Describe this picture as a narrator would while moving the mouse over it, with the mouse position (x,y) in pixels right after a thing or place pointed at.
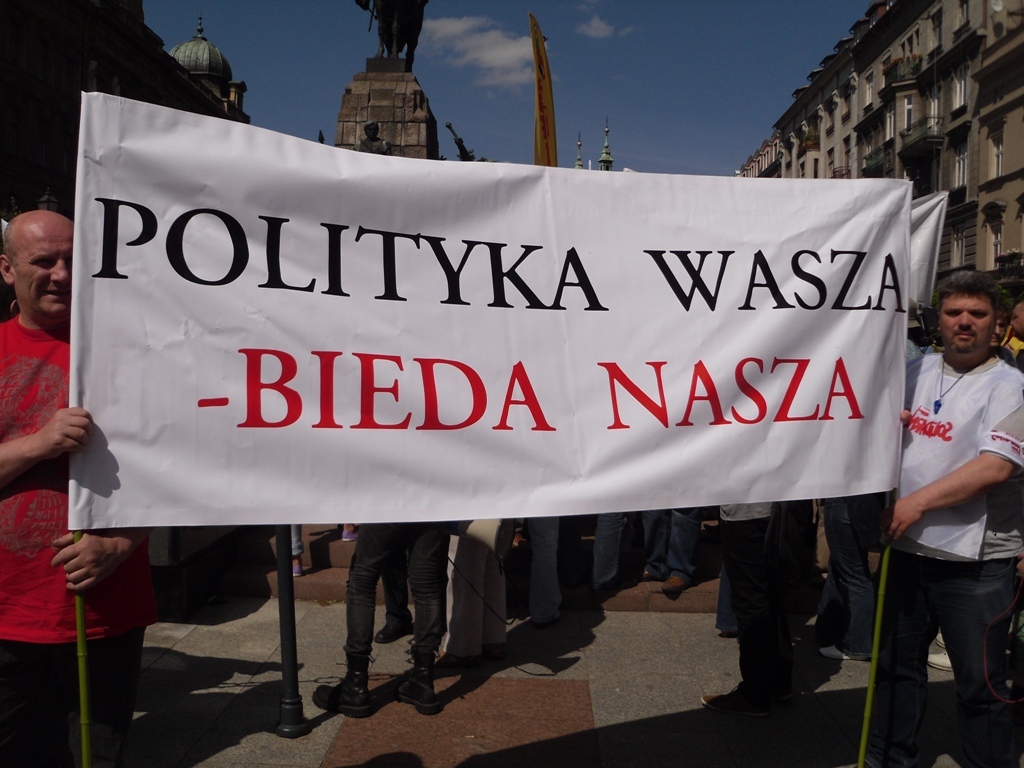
This image is clicked outside. There are some people (48,213) in the middle (672,372) holding banners (433,396). There are buildings (990,228) on the right side (909,176) and left side (53,112). There is sky (464,93) at the top (507,9).
